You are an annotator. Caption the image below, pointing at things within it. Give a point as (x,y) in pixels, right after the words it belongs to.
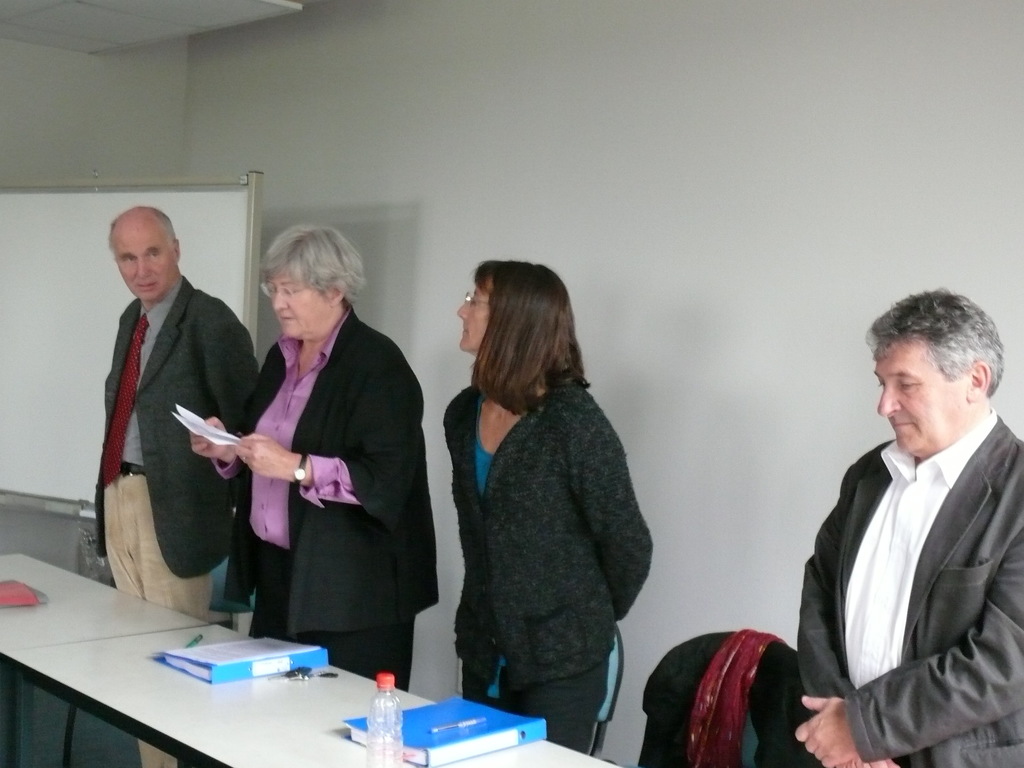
In this image we can see four people (948,685) standing near the white table (317,741), some chairs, two objects (692,734) on the chair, three objects (87,538) near the wall (253,31), one object (123,10) on the top left side (141,16) corner of the image, one white board (76,463) near the wall (640,732), one water bottle (374,744) on the table (77,608), some objects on the table (66,700), one person (255,628) in pink shirt (276,515) holding a paper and reading.
